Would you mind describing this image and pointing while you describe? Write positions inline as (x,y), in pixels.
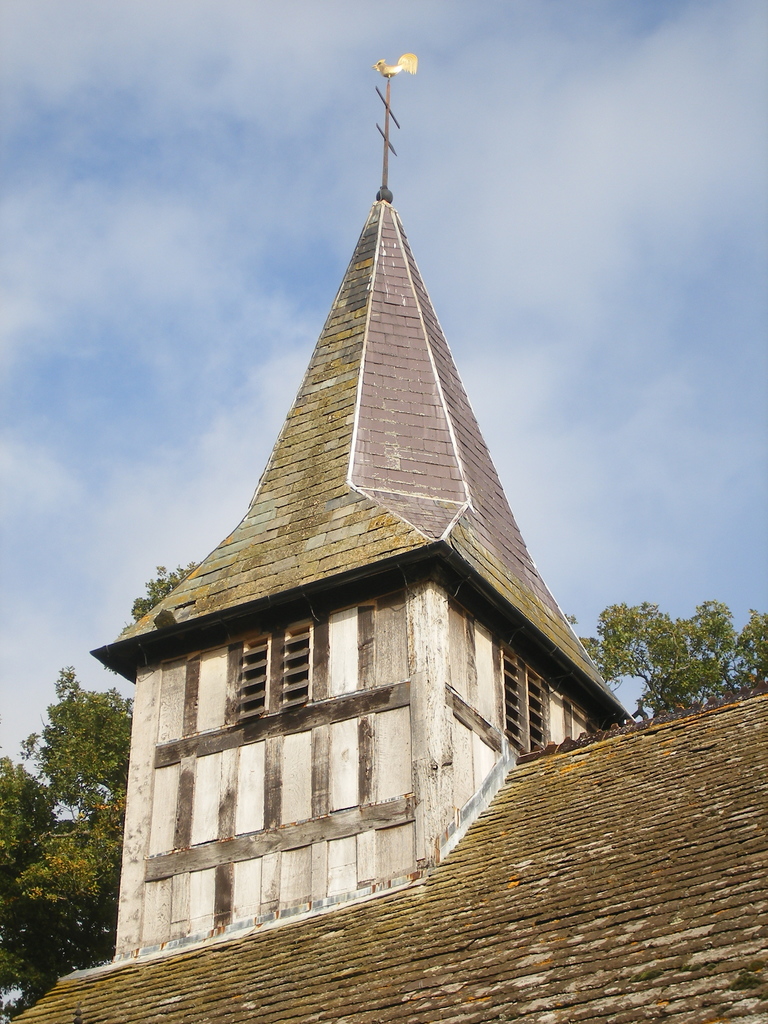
Completely an outdoor picture. This is a house (424,408) with roof top (416,472). This house (441,642) is with window (264,658). Trees (81,767) are in green color. Sky (118,285) is cloudy, it is in blue and white color.
